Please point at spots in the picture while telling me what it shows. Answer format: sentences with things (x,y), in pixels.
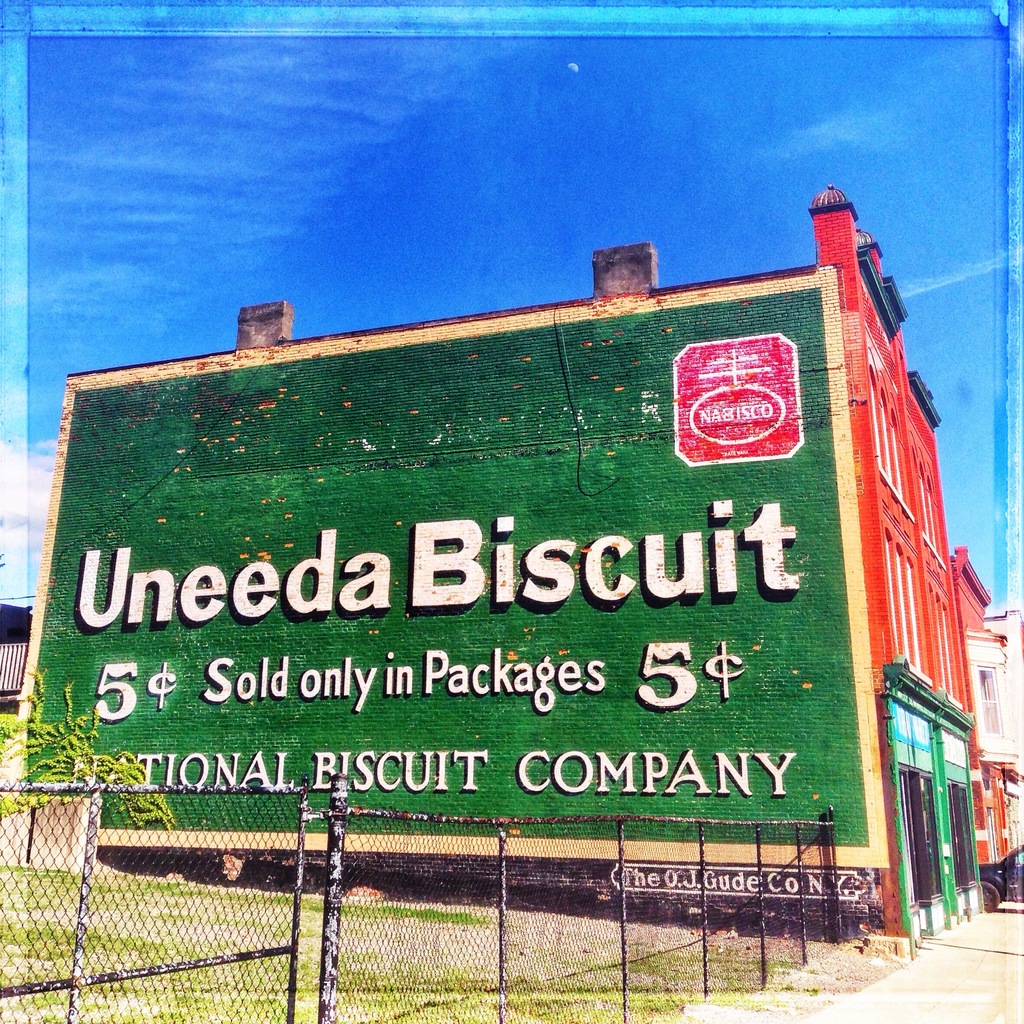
There is a mesh fencing (536,913). Near to that there is a grass lawn (283,1023) and plant (58,768). There is a building (730,582). On the building (456,558) there is a poster (450,653). In the background (360,155) there is sky (526,204).
